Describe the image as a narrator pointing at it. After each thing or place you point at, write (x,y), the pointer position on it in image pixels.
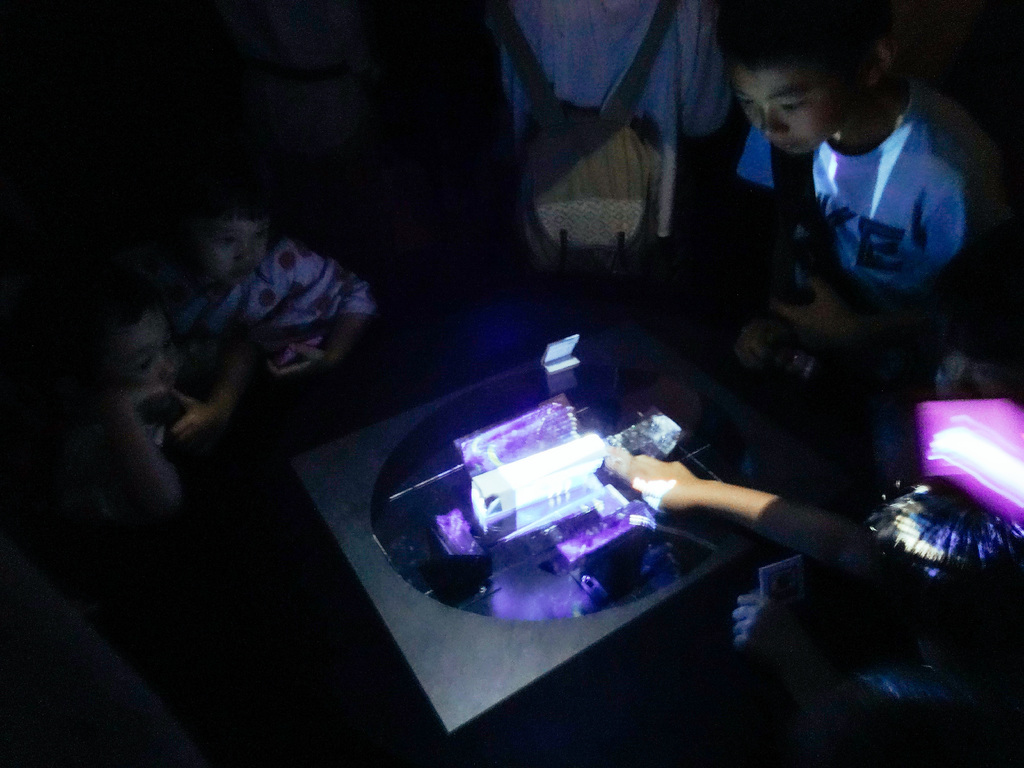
In this image we can see few children (904,228). We can see a person (579,58) with a bag (595,198). There is a table (530,635). On the table (562,593) there is light (518,477). On the right side (850,648) we can see a person (781,625) holding something in the hand (754,611).
